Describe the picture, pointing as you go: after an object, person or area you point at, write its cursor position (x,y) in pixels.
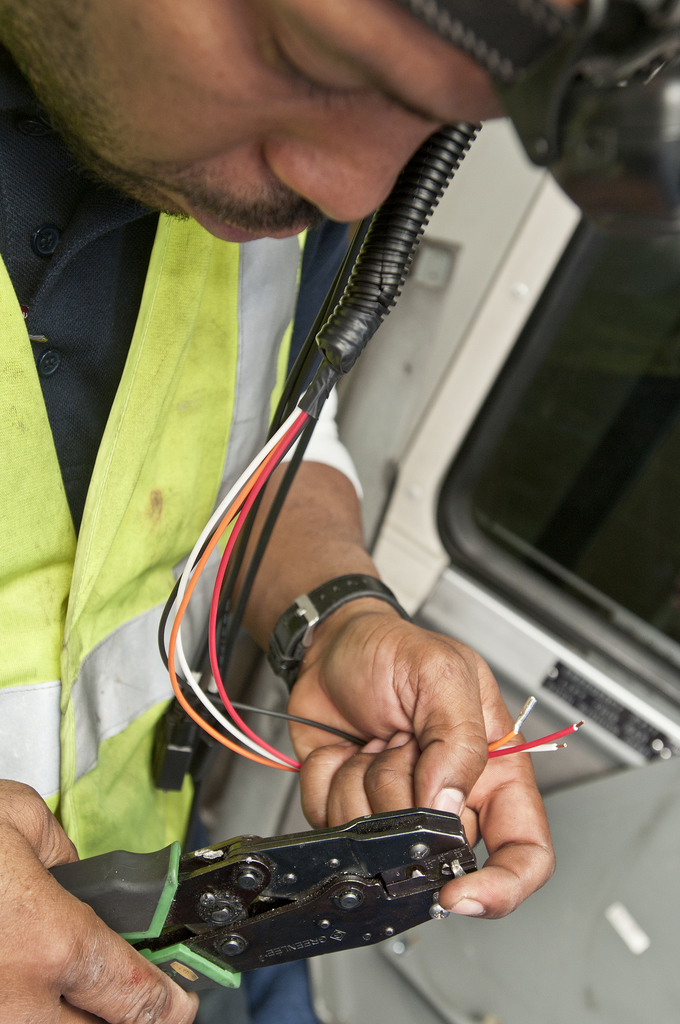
In this image I can see a person (102,357) wearing black, green, grey and blue colored dress (136,317) is standing and holding few wires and a tool (132,895) in his hand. In the background (226,826) I can see few objects (223,767).
